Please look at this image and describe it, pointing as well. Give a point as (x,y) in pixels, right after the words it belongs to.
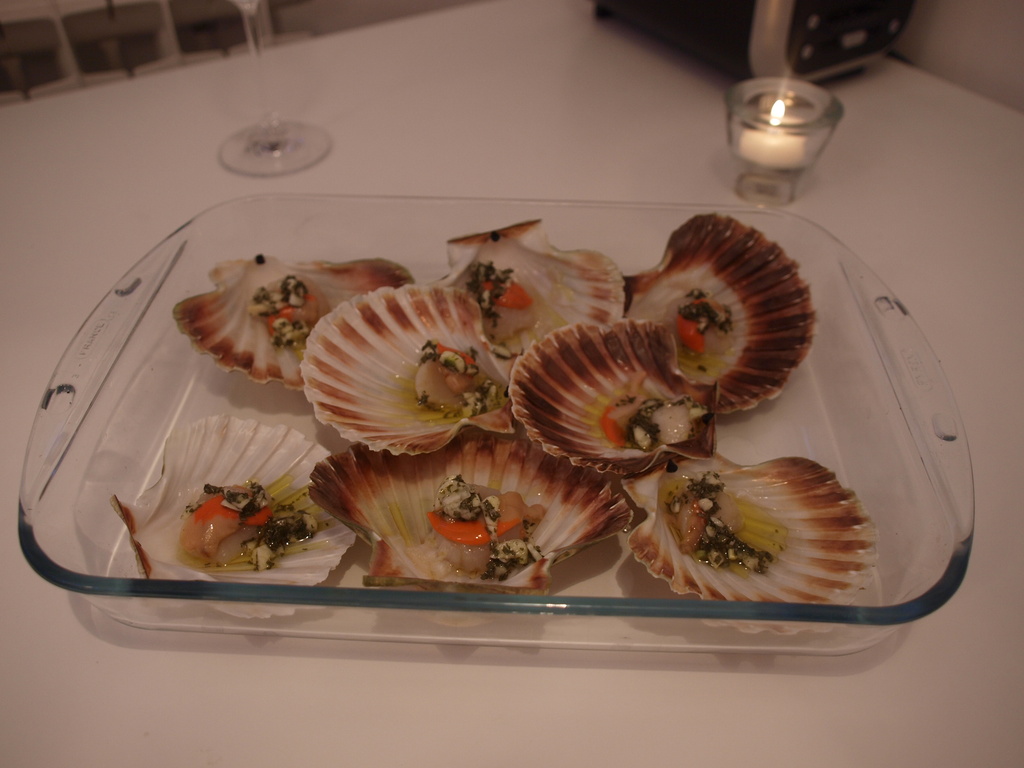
In this image we can see there are some seashells (374,425) placed on the glass tray (50,479), beside the tray (713,205) there is a candle (742,163) and a glass (235,139).
